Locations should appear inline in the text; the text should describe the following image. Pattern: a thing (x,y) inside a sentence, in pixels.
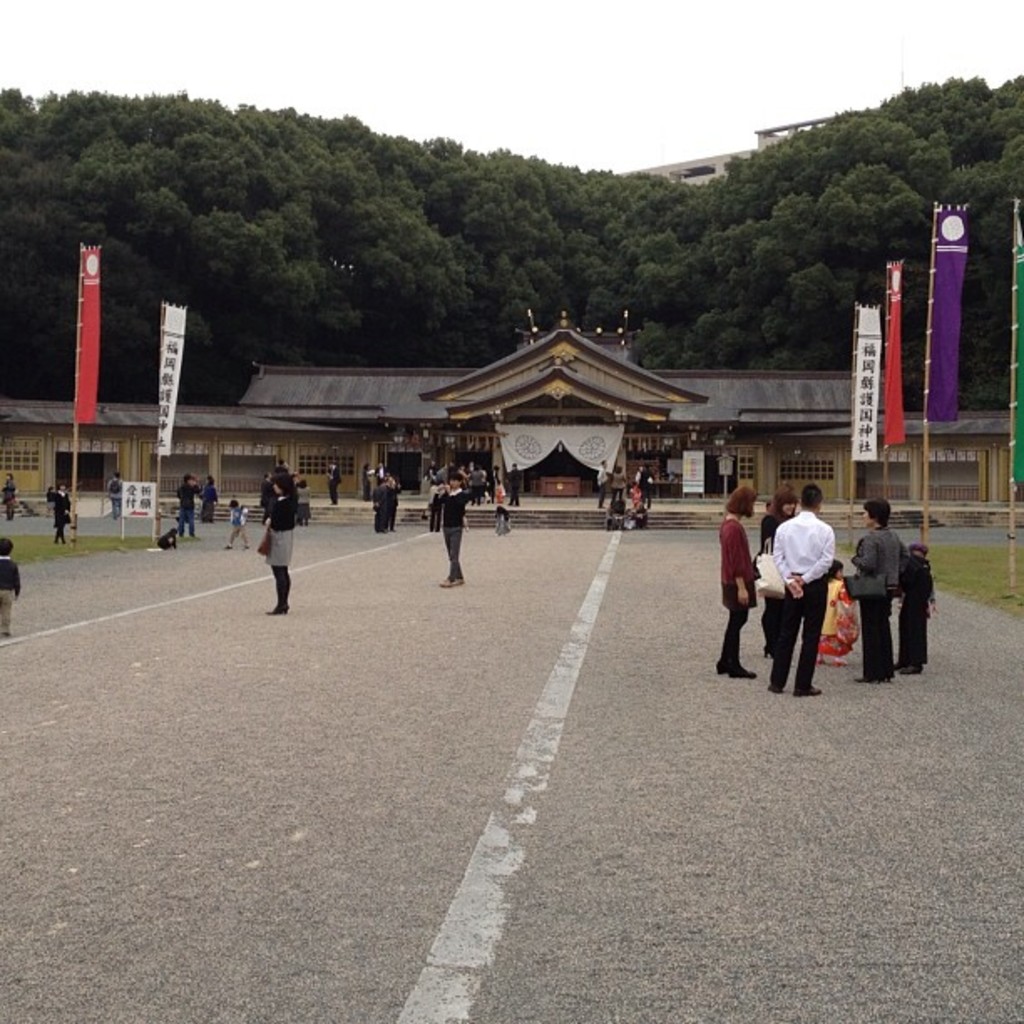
In this image I can see group of people (852,641) standing, background (968,385) I can see few banners (99,292) in multi color, a building (402,413) in brown color, trees (626,264) in green color and the sky (526,98) is in white color.
